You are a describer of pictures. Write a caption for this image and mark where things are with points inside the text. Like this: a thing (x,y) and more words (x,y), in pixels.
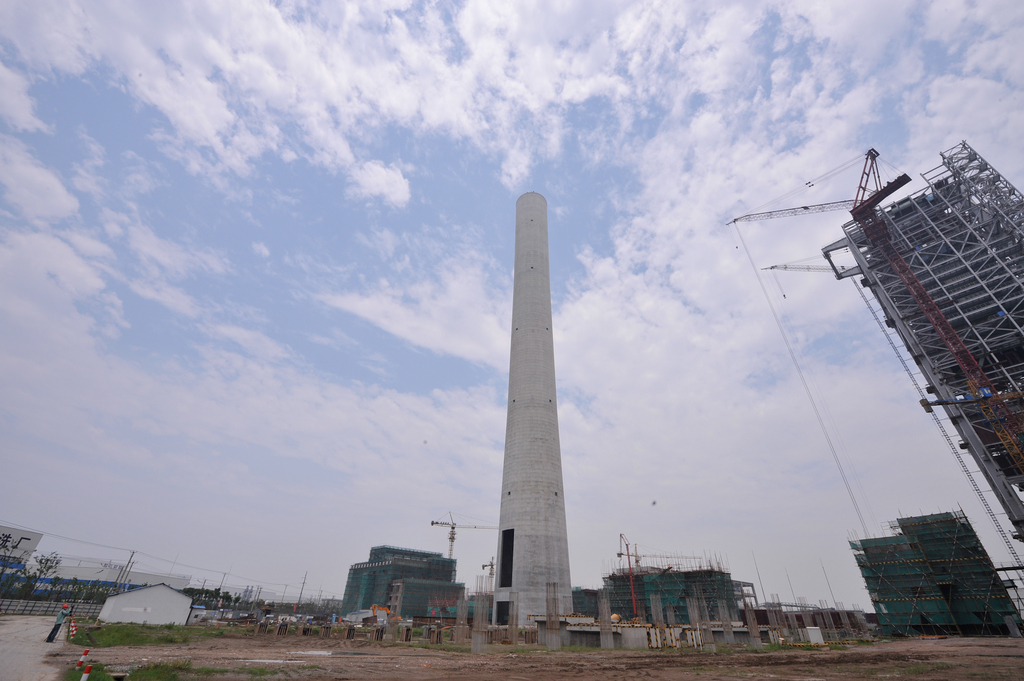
This image is taken outdoors. At the top of the image (239,160) there is a sky (653,440) with clouds (646,189). At the bottom of the image (229,655) there is a ground (493,651) with grass (127,635) on it. On the left side of the image (64,633) a man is standing on the road (24,653). In the middle of the image (545,232) there is a tower (537,208) and there are a few buildings (677,595) and cranes (810,209). In the background (922,271) there are a few buildings (899,234) which are under construction and there are a few houses (163,582), poles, trees (195,599) and plants (195,599).
